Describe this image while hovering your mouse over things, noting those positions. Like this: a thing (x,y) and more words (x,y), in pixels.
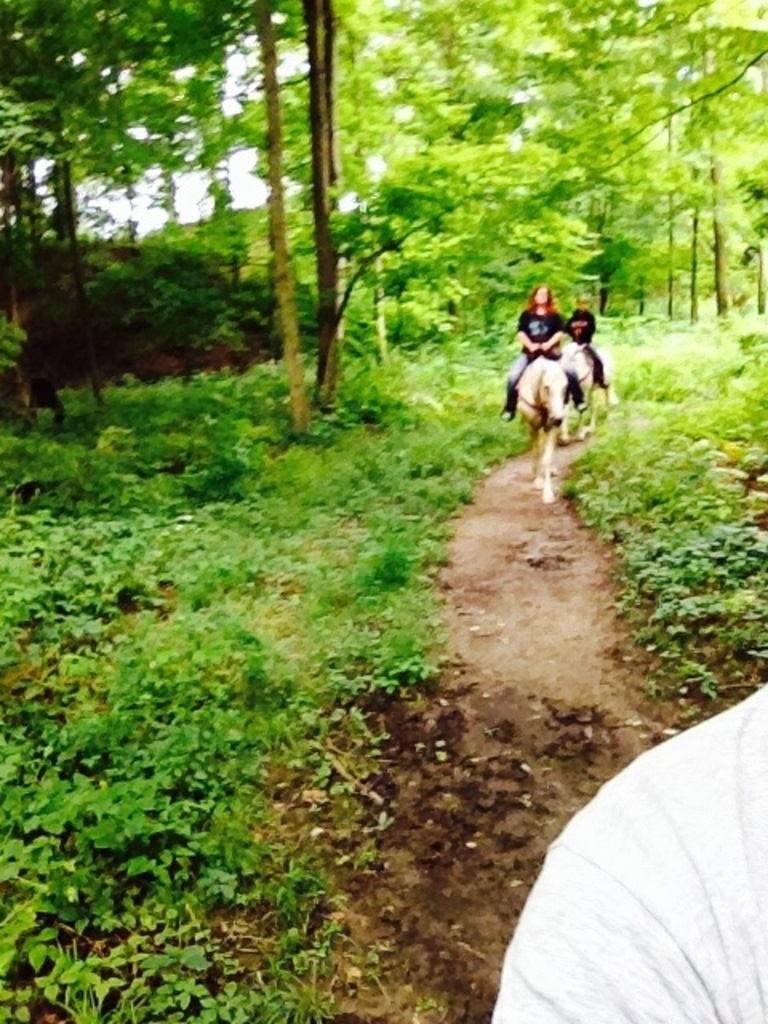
In this image there is the sky (254,184), there are trees (313,156) towards the top of the image (350,141), there are plants (272,519), there are two horses (525,405), there is a woman (559,322) sitting on the horse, there is a man (576,324) sitting on the horse (602,359), there is a person (629,867) towards the bottom of the image (662,903).
